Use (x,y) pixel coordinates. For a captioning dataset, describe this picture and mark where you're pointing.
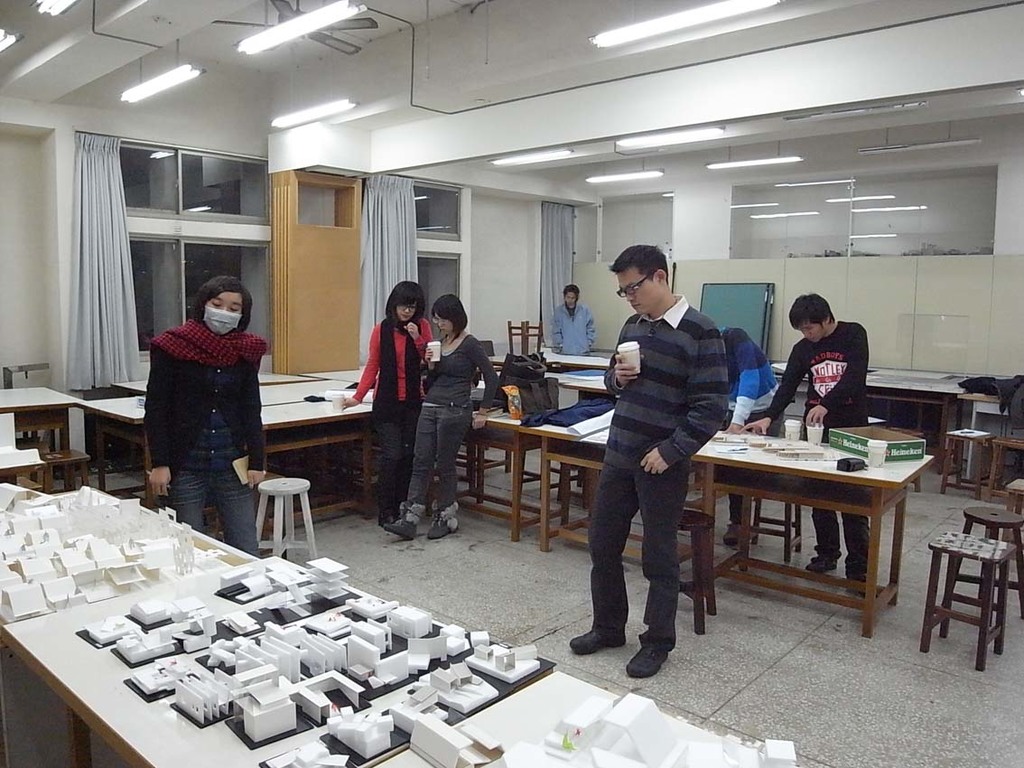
In the center of the image (652,361) there is a man (623,413) standing on the floor (560,562) and holding a glass (630,355). On the left side of the image (220,367) we can see a woman (227,399) standing at a table (214,589). On the table (246,612) we can see a blocks (347,691). In the background (831,498) there are men (839,377) and women (421,422), tables (745,460), glasses (792,435), stool (262,491), wall (607,321), lights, curtains (548,299) and windows (156,259).
